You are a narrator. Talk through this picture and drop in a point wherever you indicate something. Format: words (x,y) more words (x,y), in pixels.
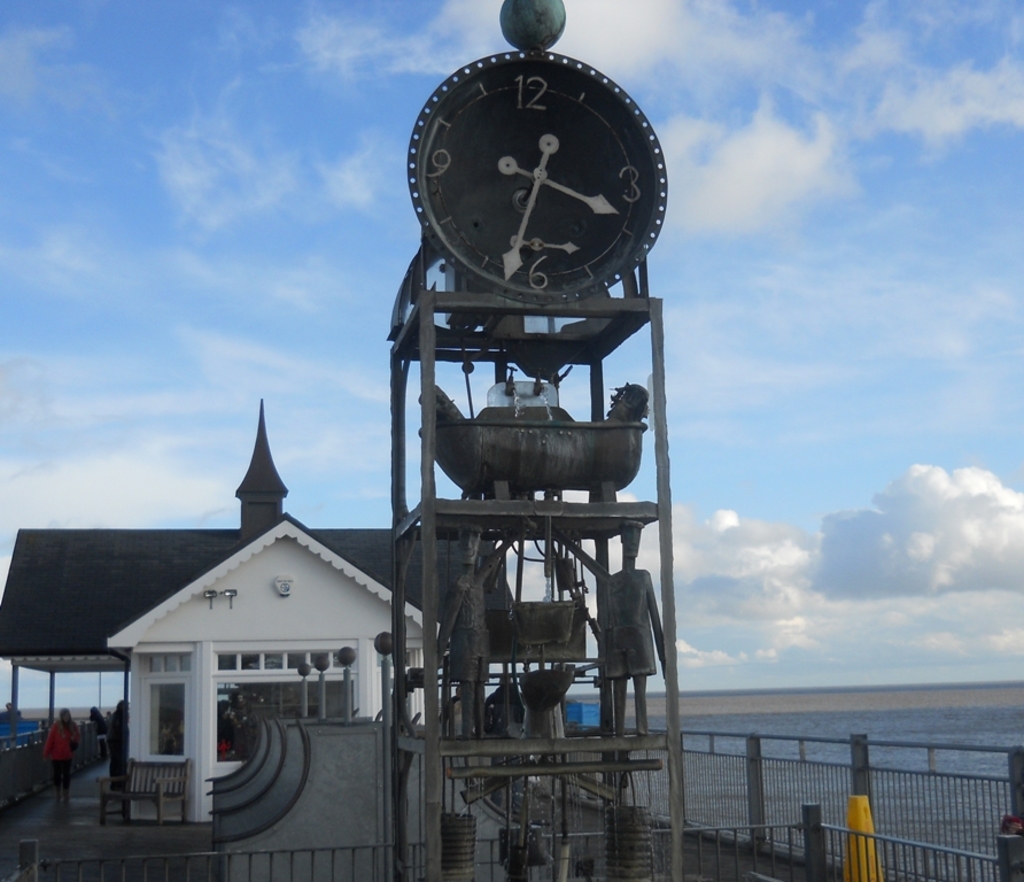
This looks like a clock pillar (462,294). These are the kind of toys (576,427), which are placed below the clock (541,280). These look like barricades (729,775). This is the building (148,581) with pillars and glass door (222,691). I can see the wooden bench (148,771). There are few people (112,734) standing. I think here is the water (942,727) flowing. These are the clouds (941,534) in the sky (767,330).
